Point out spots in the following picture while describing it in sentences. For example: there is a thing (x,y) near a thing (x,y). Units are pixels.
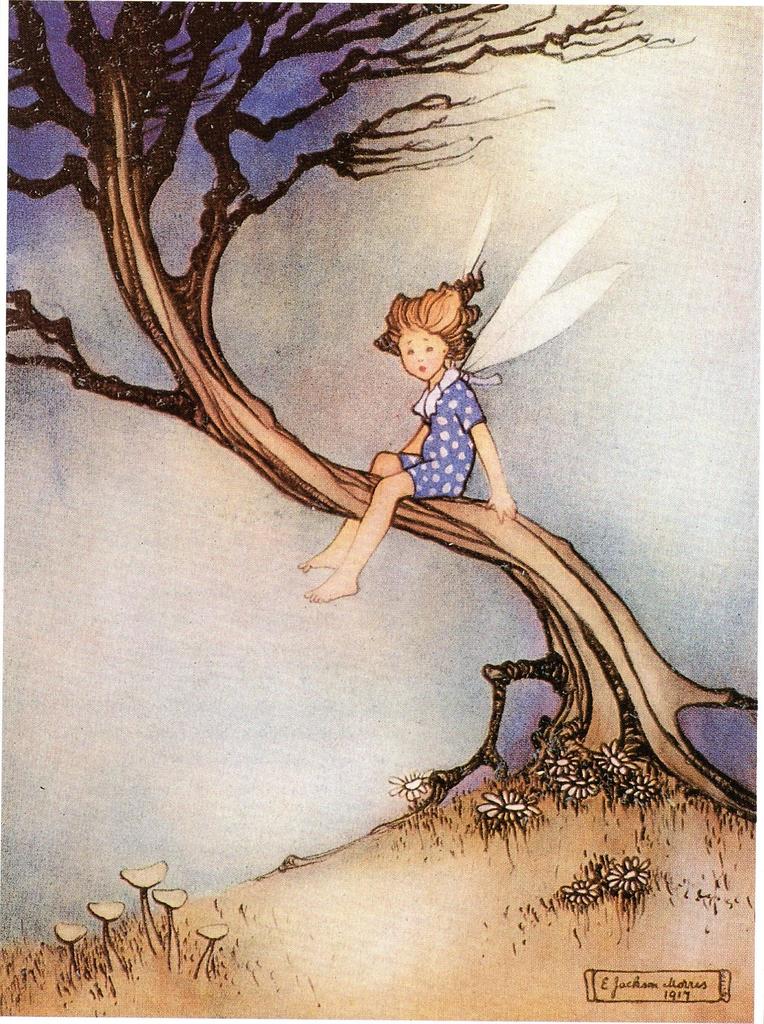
In this image I can see the art of the person (426,433) sitting on the branch (271,438) of the tree (285,447). The person (413,452) is wearing the white and purple color dress (428,447). I can see the plants (615,878) on the ground (421,861).
